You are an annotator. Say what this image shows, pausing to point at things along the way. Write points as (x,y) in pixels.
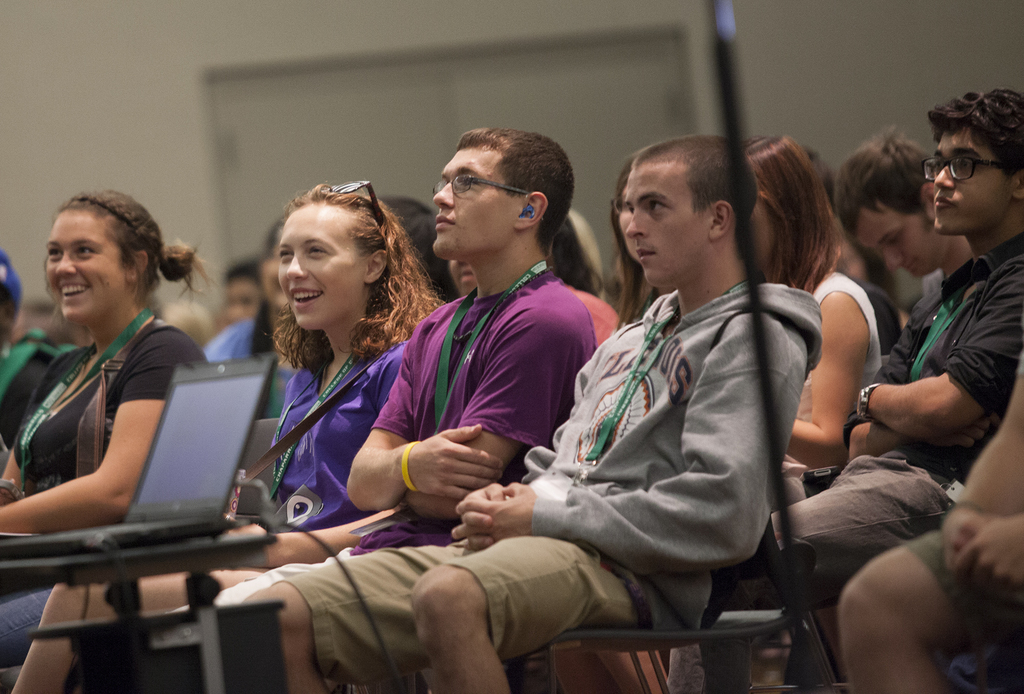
In this image we can see there are people (423,309) sitting on the chair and there is the laptop (189,481) on the table (191,596). And at the back (694,74) there is the wall (337,103).
